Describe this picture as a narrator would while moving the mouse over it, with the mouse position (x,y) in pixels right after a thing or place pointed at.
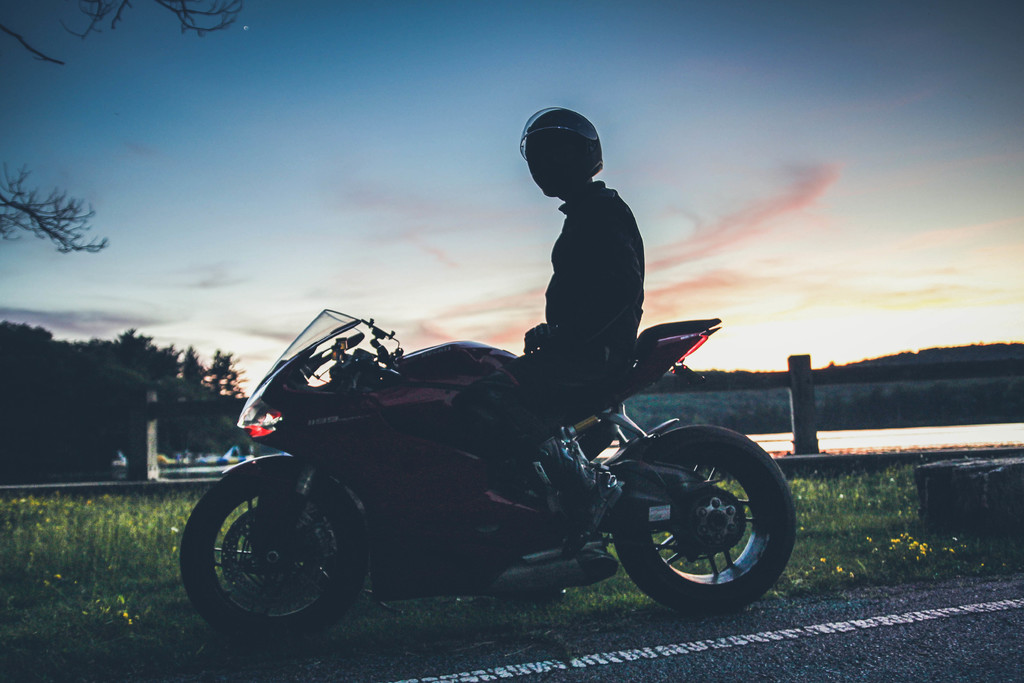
This picture shows a man (561,322) with a motorcycle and few trees (145,347) around and a Cloudy sky (428,270).
